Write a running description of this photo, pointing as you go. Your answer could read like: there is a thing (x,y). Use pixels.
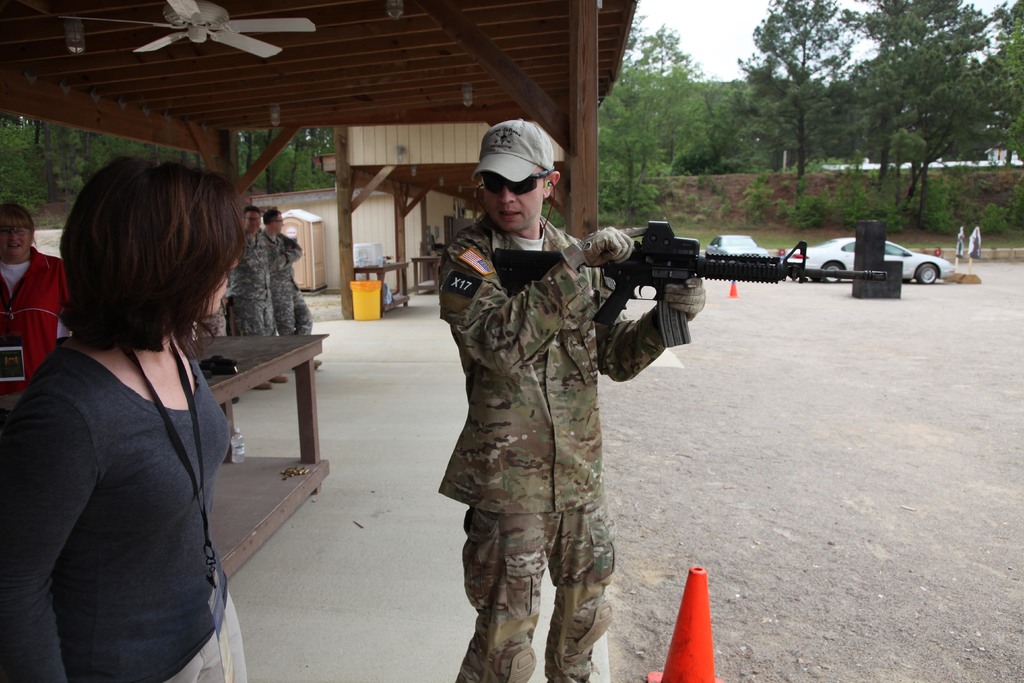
In this picture we can see two people (155,547) standing on the ground (403,632) and a man (496,164) holding a gun (659,275) with his hands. At the back of them we can see some people (43,321), tables (383,288), roof (329,65), fan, booth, walls (327,250), pillars (342,234) and some objects (371,248). In the background (847,245) we can see cars (854,256), traffic cones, trees (773,115), some objects (867,251) and the sky (693,62).
